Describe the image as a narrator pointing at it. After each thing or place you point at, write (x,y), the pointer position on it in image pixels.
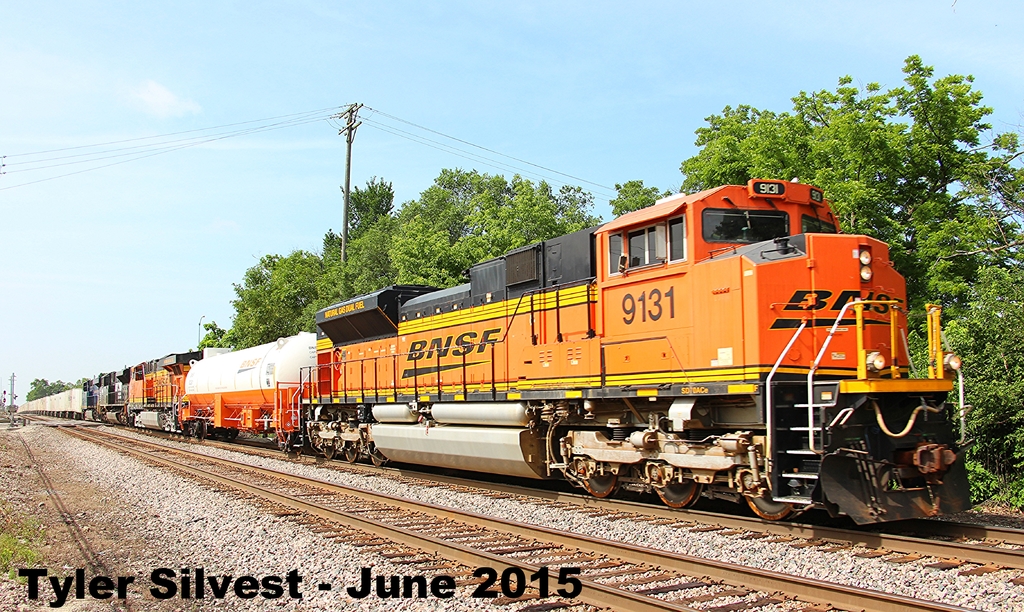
In the picture we can see a train (855,463) on the track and beside it, we can see trees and a pole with wires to it and on the other side, we can see some tracks (338,524) with stones (149,542) on it and in the background (98,232) we can see a sky (239,137).
